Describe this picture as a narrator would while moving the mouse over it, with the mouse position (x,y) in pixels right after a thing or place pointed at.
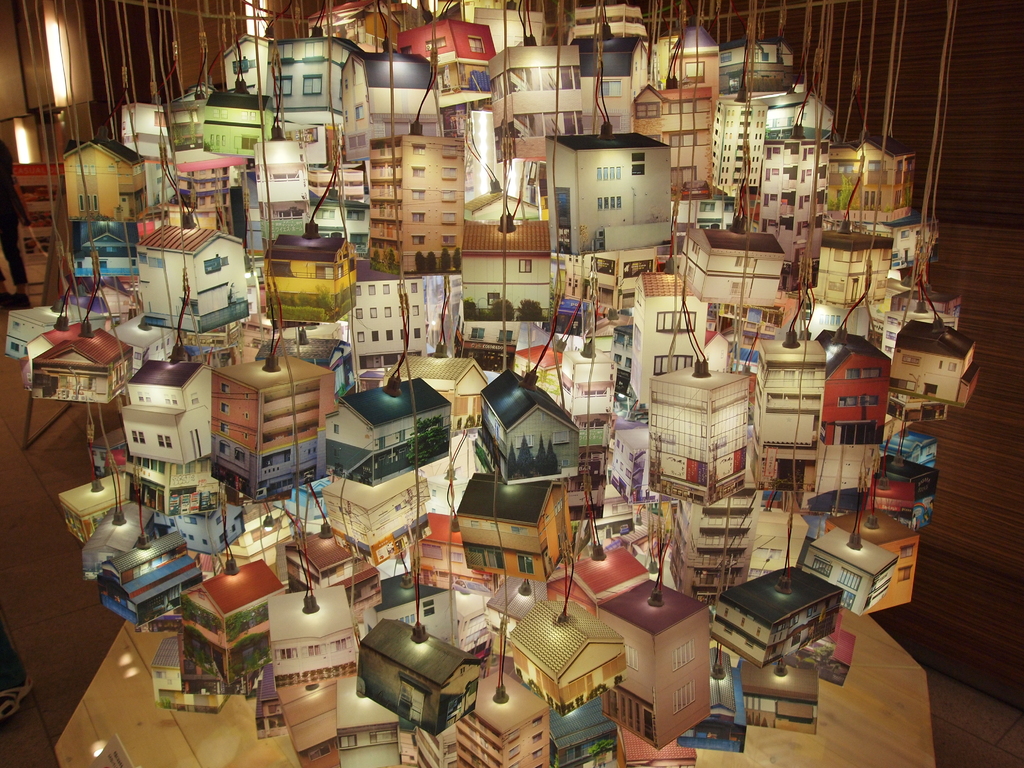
In the image I can see some lights (567,399) which are hanged and they are in the shape of houses (498,463) and buildings (496,496).
